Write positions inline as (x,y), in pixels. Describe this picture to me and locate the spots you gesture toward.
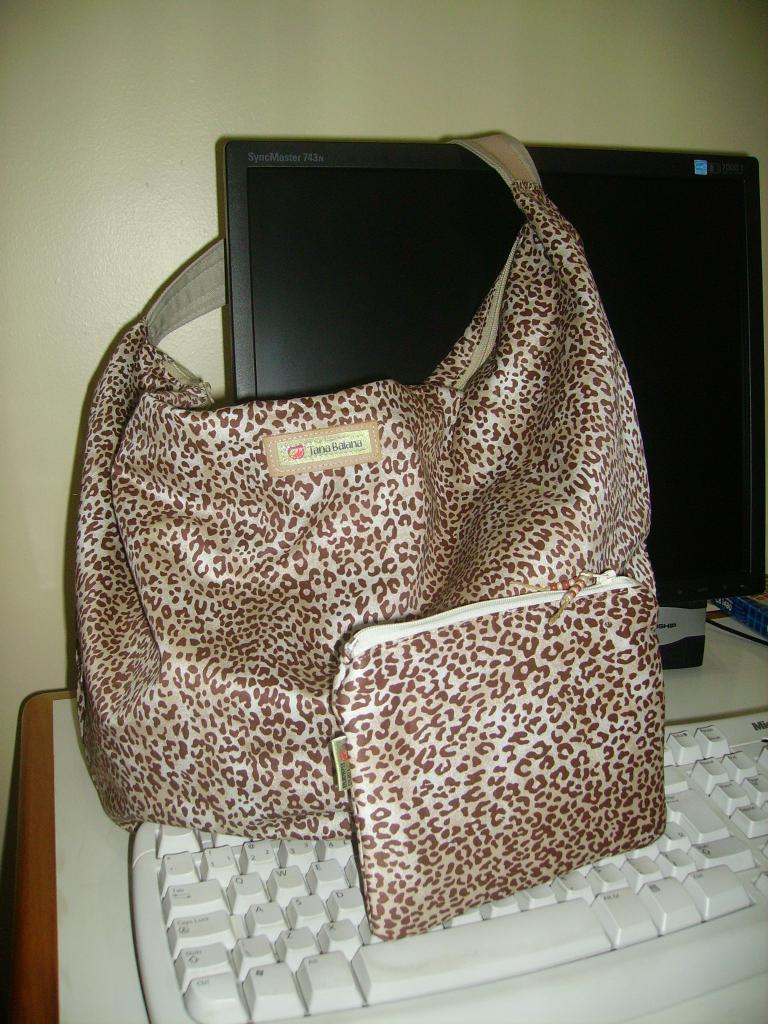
In this image I can see a keyboard (717,918), a monitor (656,341), a handbag (466,330) and a pouch (505,781) on a table (51,821).
